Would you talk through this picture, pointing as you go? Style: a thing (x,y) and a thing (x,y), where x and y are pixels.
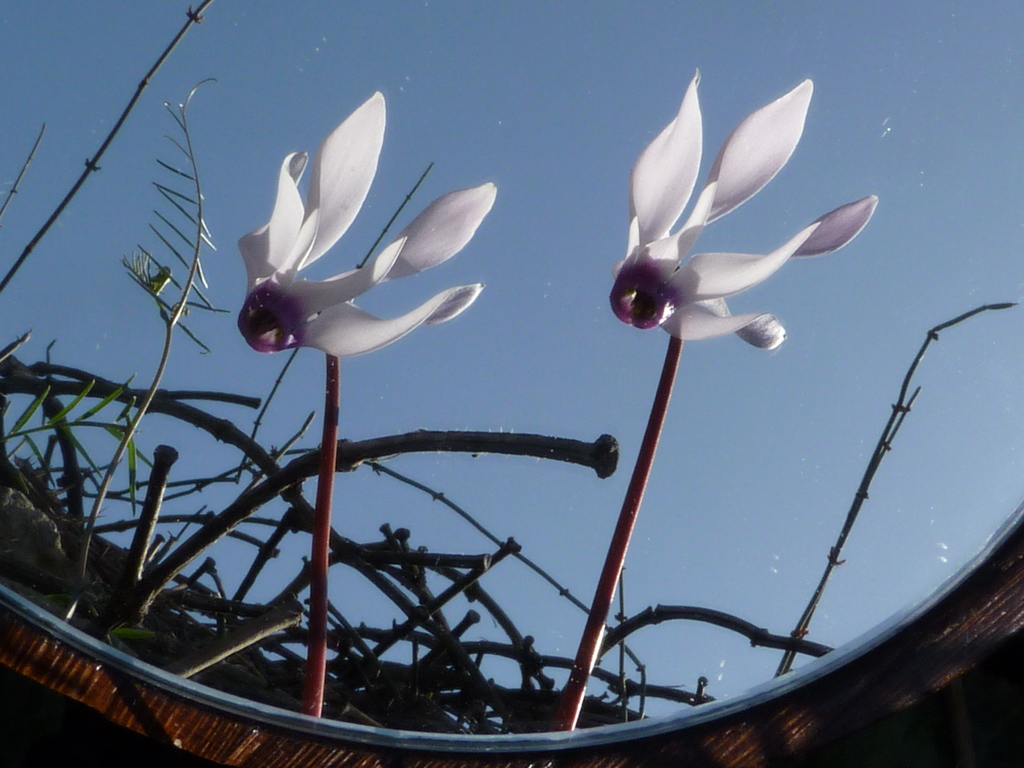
In this picture we can see a mirror (367,566). Through mirror (329,551) we can see the plants (312,518), flowers (407,254) and sky (552,144).
